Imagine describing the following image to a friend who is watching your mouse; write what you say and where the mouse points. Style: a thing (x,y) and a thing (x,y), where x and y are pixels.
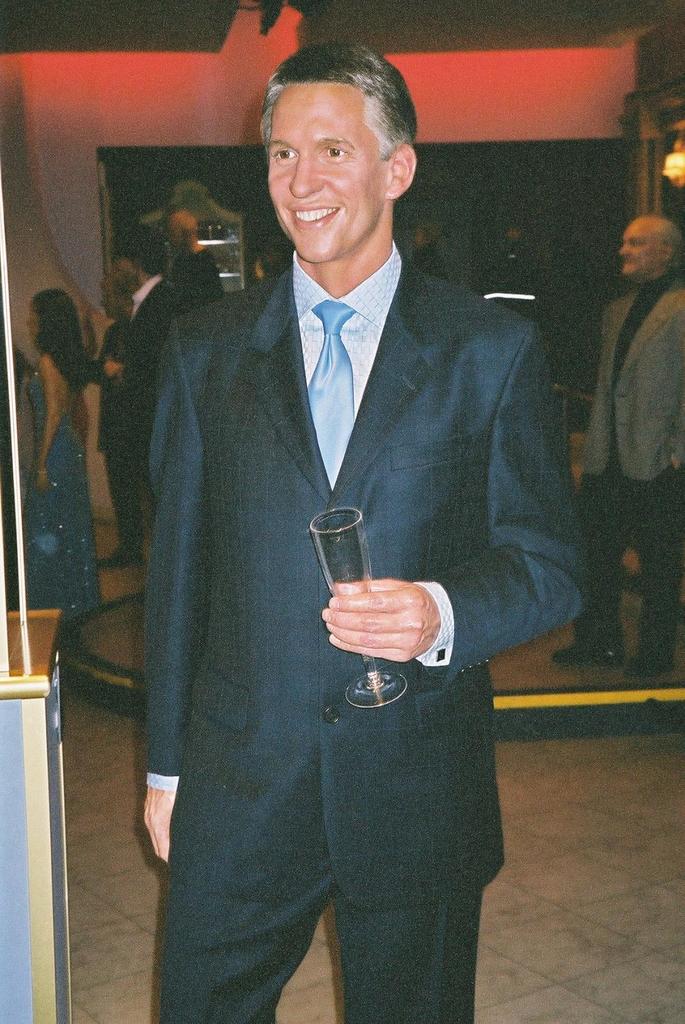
In this picture there is a person (231,633) standing and smiling and he is holding the glass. At the back (667,536) there are group of people (624,331) and at the top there is a light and there are objects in the cupboard (196,215). On the left side of the image (56,826) there is a table (58,814).
